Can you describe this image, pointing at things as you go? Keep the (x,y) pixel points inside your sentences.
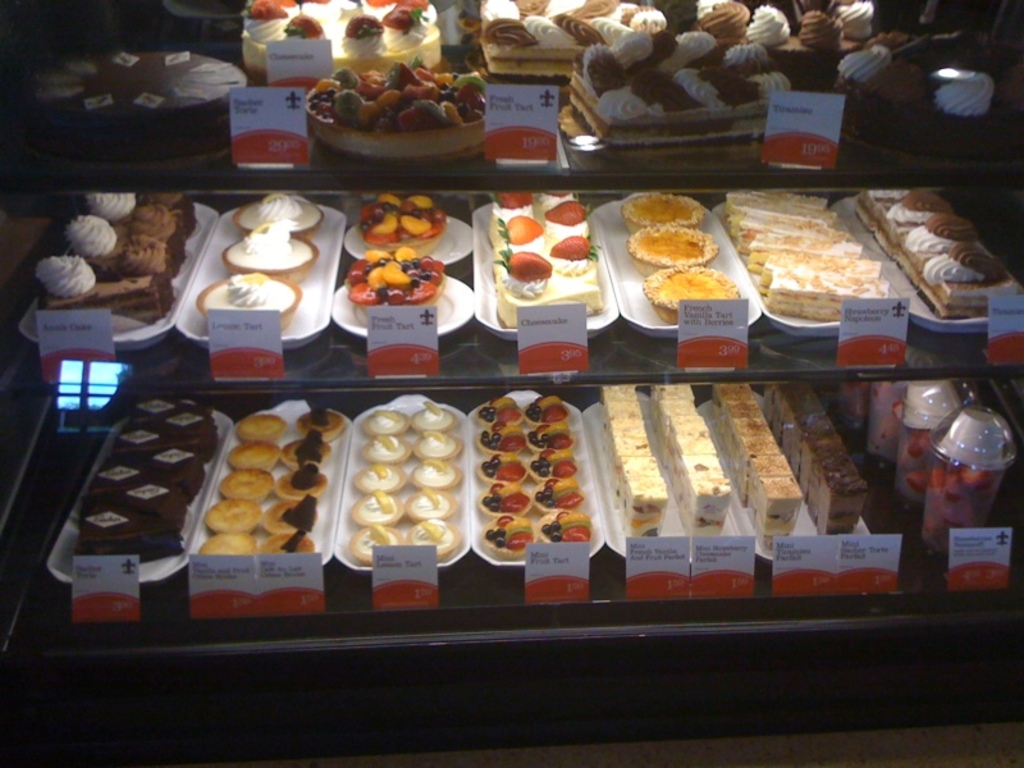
There are some cakes (586,222), baked food (259,247) and some food items (909,221) are kept and arranged in a rack (209,379) as we can see in the middle of this image (463,323).
